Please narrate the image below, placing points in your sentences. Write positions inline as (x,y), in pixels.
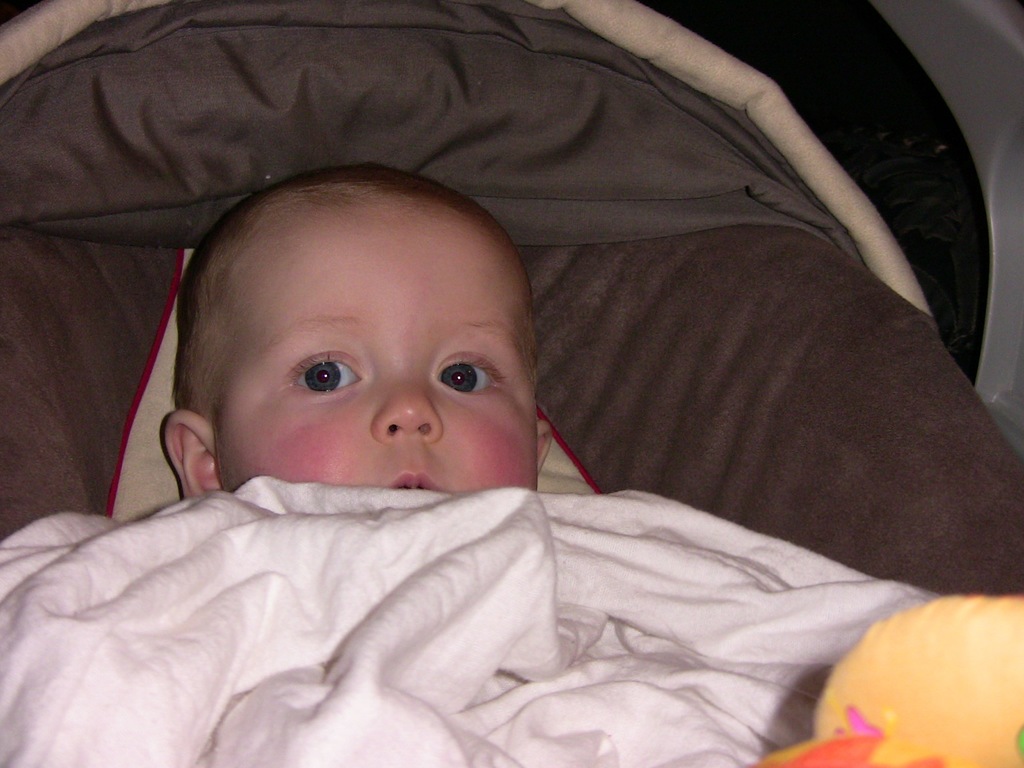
In this image I can see a baby (424,391), a white cloth (282,545) and a yellow colour thing (882,626). I can also see few more clothes (736,284) over here.
